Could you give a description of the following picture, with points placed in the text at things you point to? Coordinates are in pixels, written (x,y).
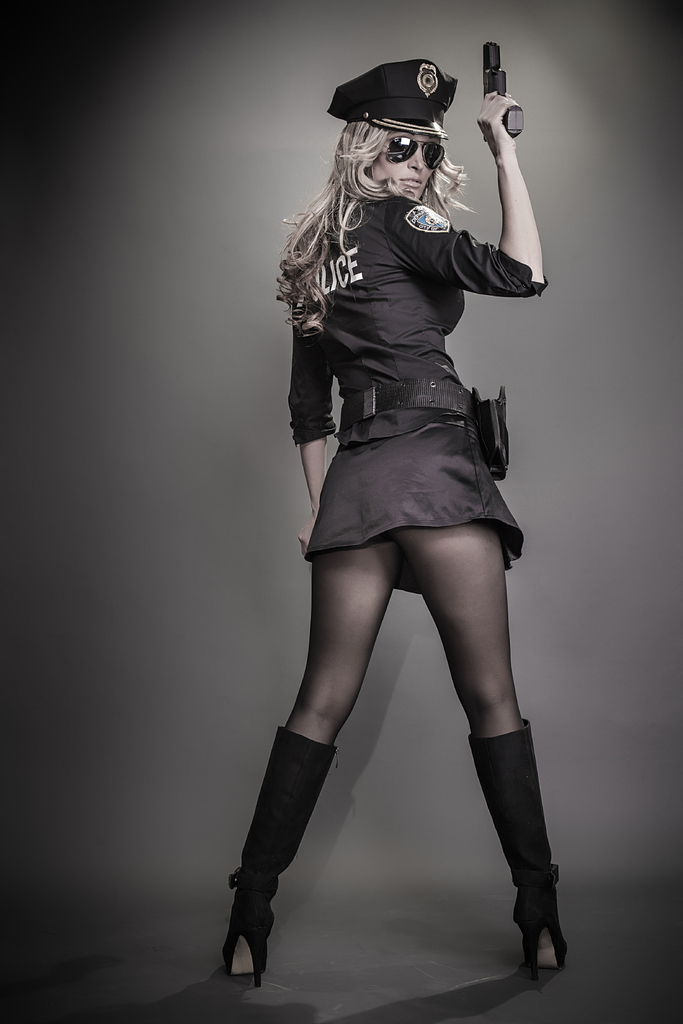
Here in this picture we can see a woman (333,272) standing over a place (389,955) and she is wearing a police uniform (350,398) and holding a gun (493,58) and wearing goggles (406,139) and cap (393,114).
